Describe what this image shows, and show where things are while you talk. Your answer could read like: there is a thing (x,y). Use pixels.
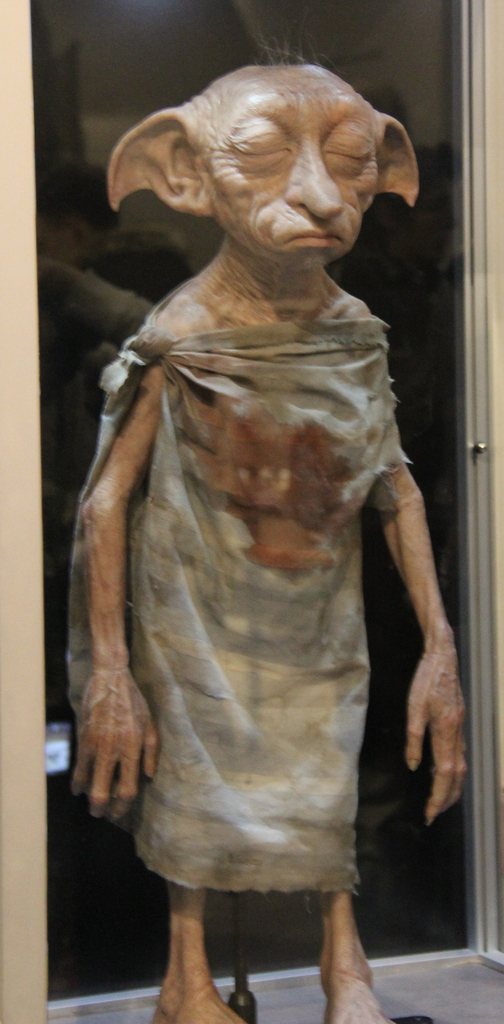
In this picture there is a statue (317,645) in the center of the image (297,428).
